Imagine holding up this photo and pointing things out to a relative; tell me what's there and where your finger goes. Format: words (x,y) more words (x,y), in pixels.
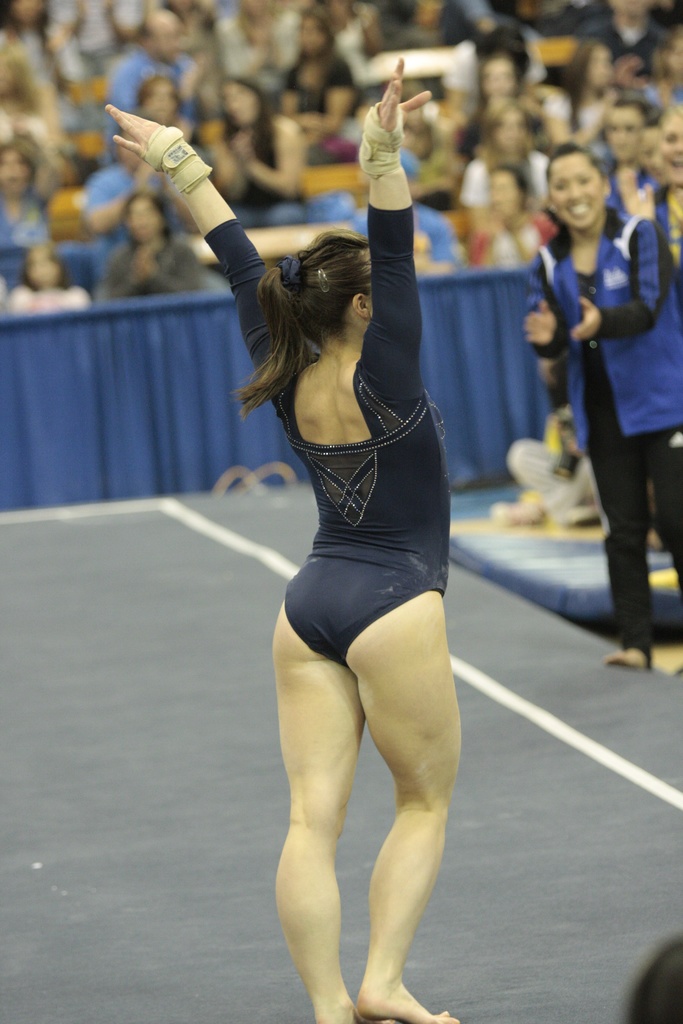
In this image in the foreground (402,667) there is one woman (375,556) standing, and in the background (544,274) there are a group of people (237,189), curtain (115,337) and some other objects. At the bottom (170,793) there is floor (580,783).
